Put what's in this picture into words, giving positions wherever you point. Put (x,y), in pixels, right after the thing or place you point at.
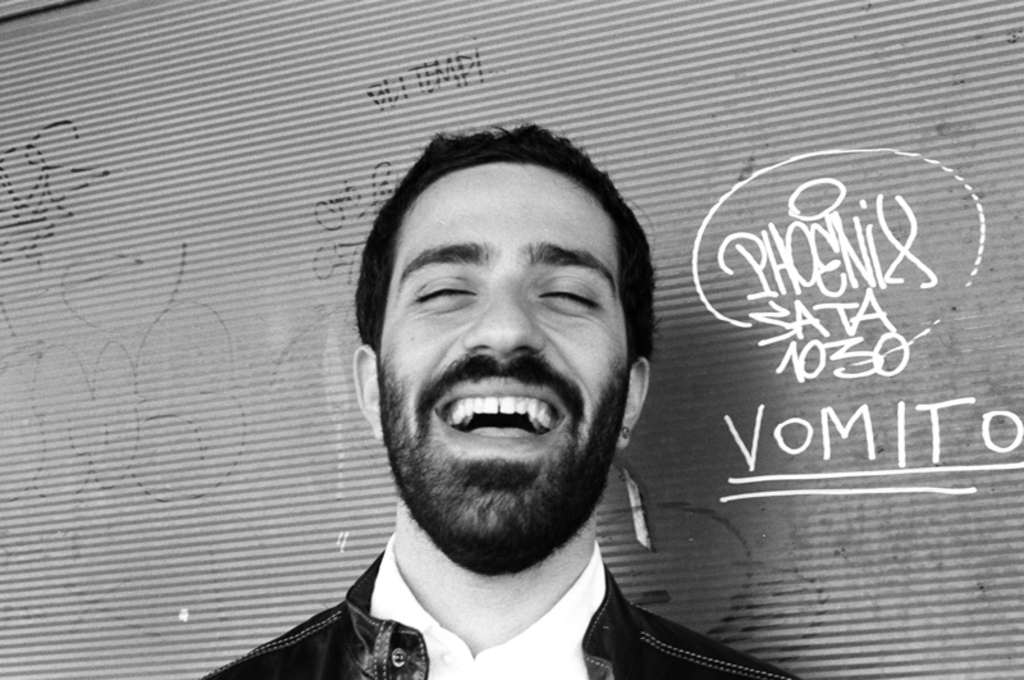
It looks like a black and white picture. We can see a man (409,482) is smiling and behind the man (489,437) there is a wall (650,204) and on the image it is written something.
